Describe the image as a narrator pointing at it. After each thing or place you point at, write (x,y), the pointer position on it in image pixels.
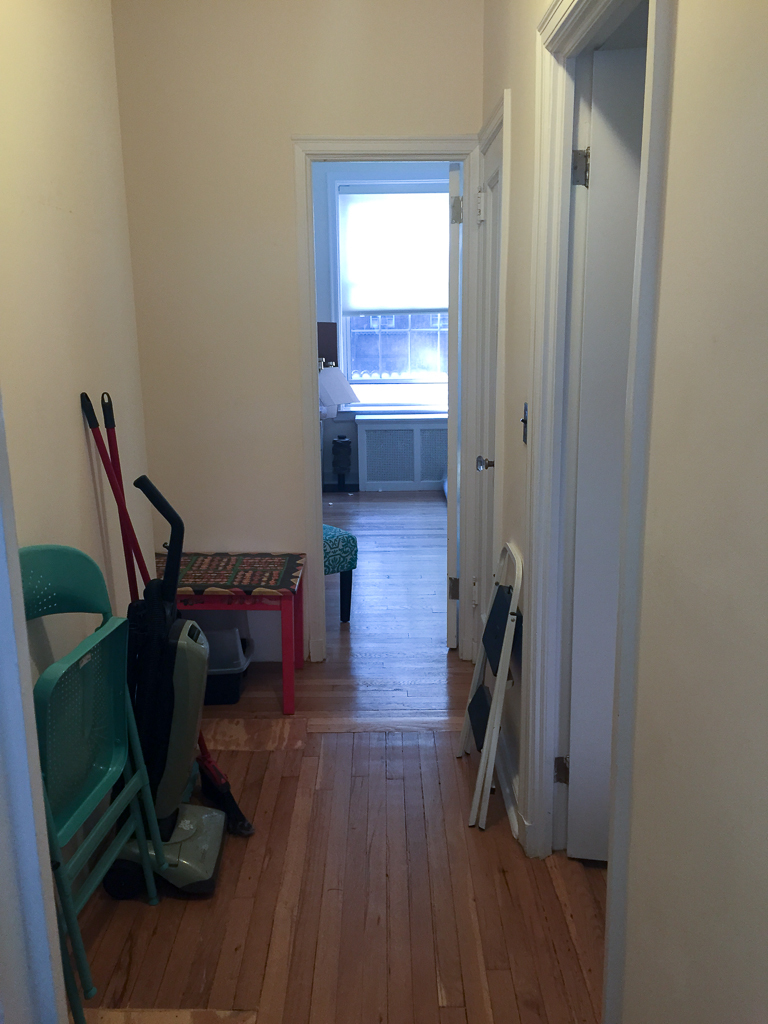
This picture is clicked inside the room (472,396). On the right side (700,638), we see a white wall (693,652) and a white door (585,582). Beside that, we see a chair (491,725). On the left side (89,989), we see a green chair (81,699) and an object (144,663) in black and grey color. Beside that, we see red color sticks (88,402) and wooden table (208,586). In the middle of the picture (345,634), we see the entrance (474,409) to the other room (367,503). In the background (374,329), we see a white cupboard (392,442) and a window (407,371) from which we can see the buildings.
